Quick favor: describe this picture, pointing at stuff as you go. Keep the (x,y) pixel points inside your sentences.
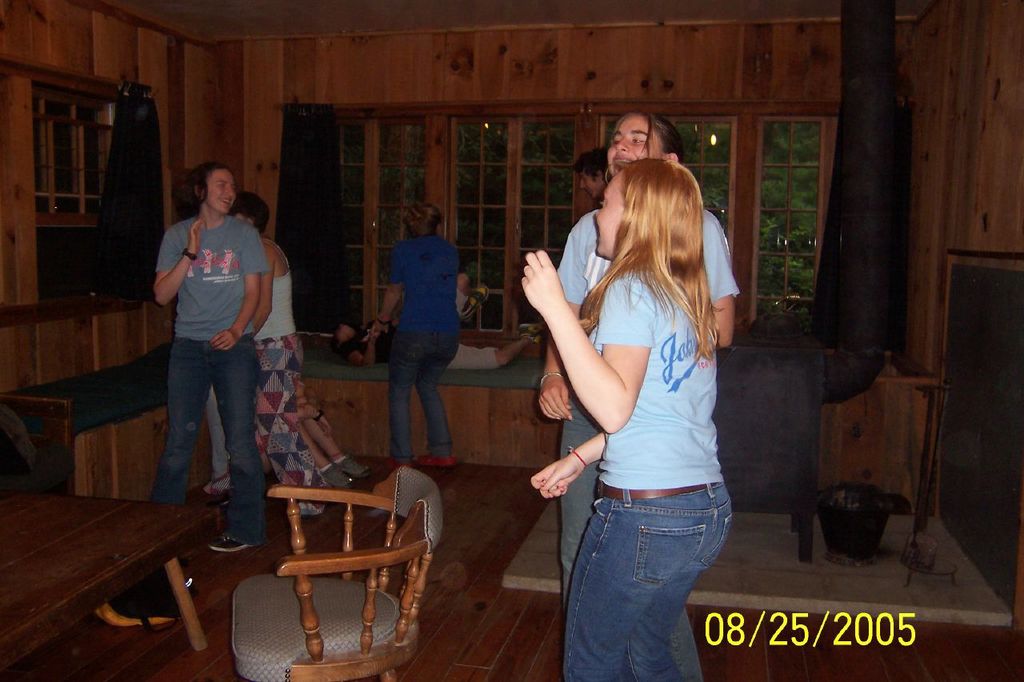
Here we can see a group of guys (280,271) enjoying and there is a table (86,543) and chair (317,668) present and behind them there is a window (376,131) with a window curtain (337,266) and there are trees (498,213) visible.
